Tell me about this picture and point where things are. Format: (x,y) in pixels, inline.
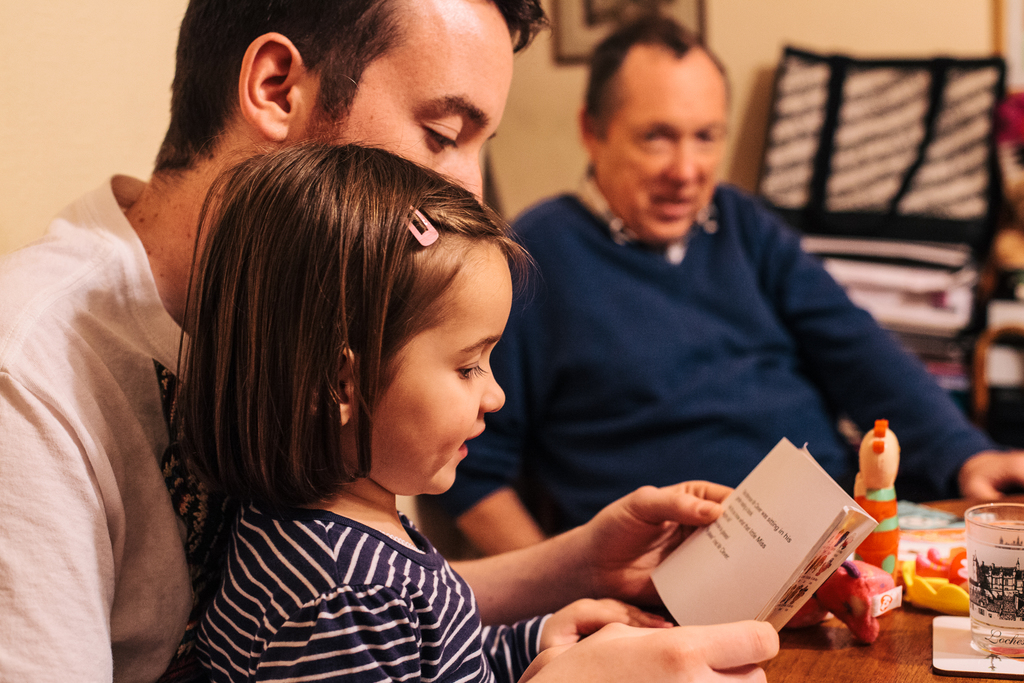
In this image there is a person (696,654) holding a book (802,527). Before him there is a girl (361,576). A person (699,345) wearing a blue shirt (635,269) is sitting before a table (837,647) having a glass (1012,570) and few toys (890,571) on it. Right side there is a rack (884,324) having bag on it. A picture frame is attached to the wall (551,184).
